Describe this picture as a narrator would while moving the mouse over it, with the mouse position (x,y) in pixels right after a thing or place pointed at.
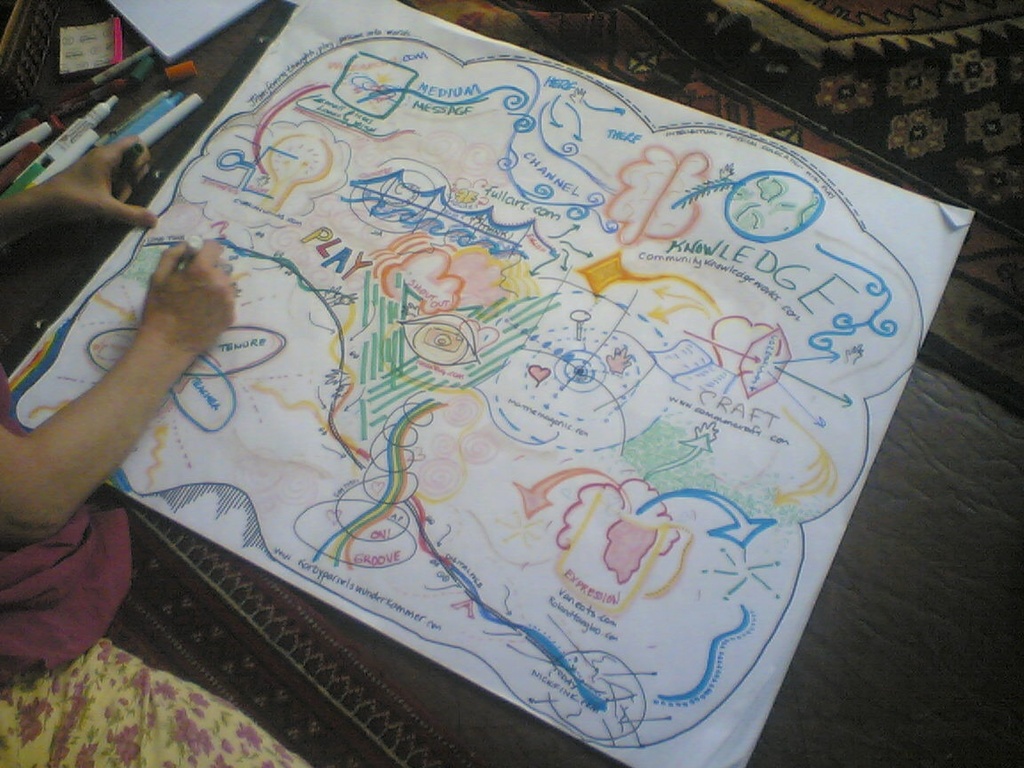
In this image we can see a drawing (413,482) which includes images (662,425) and some text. And we can see the human hands (93,198). And we can see some other objects (110,101).
